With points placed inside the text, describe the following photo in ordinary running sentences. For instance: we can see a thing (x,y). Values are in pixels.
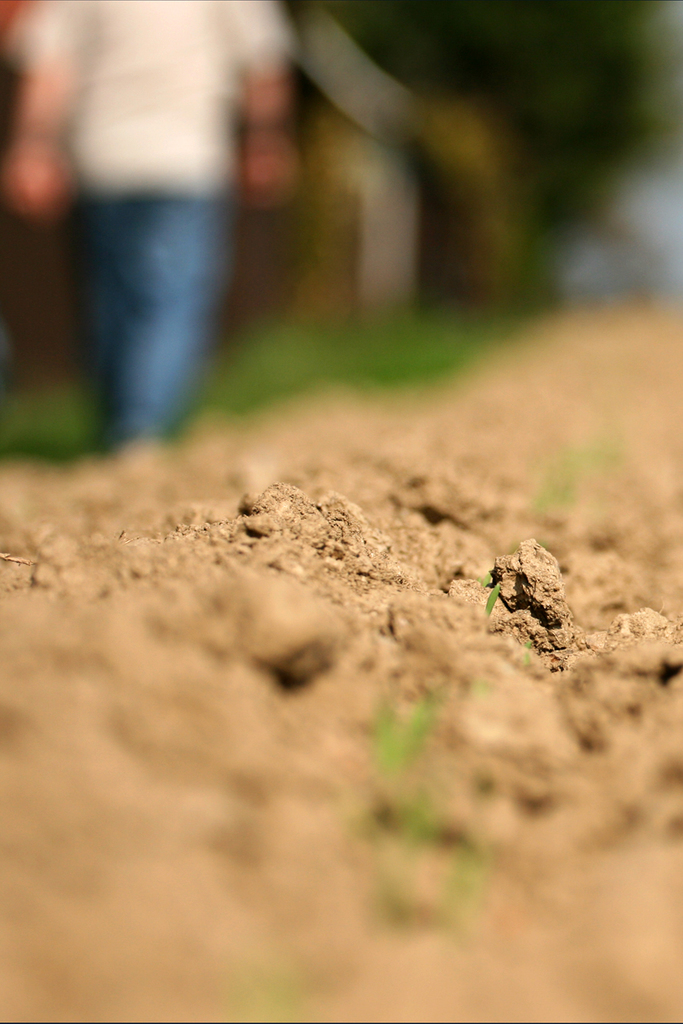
In this image there is sand (465,461), and there is blur background (135,18).
